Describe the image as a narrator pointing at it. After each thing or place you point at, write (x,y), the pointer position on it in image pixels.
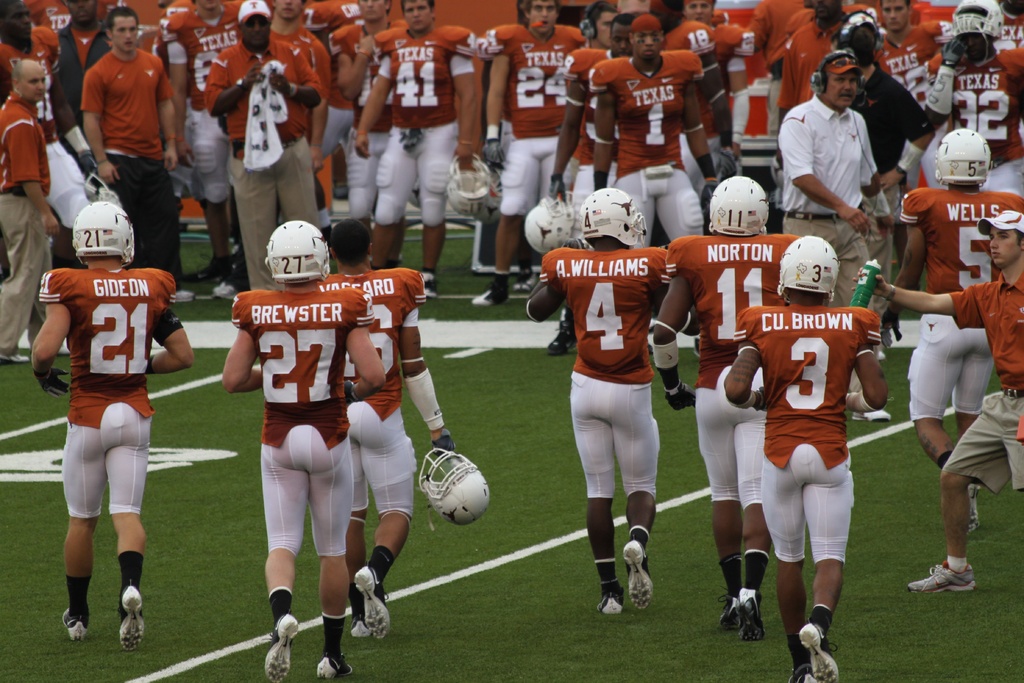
In this image there are a group of persons (494,106) standing towards the top of the image (979,217), there are persons (701,380) running, they are holding an object (433,452), there is grass (458,379) towards the bottom of the image (572,567), there is an object (487,267) on the grass (527,292).
